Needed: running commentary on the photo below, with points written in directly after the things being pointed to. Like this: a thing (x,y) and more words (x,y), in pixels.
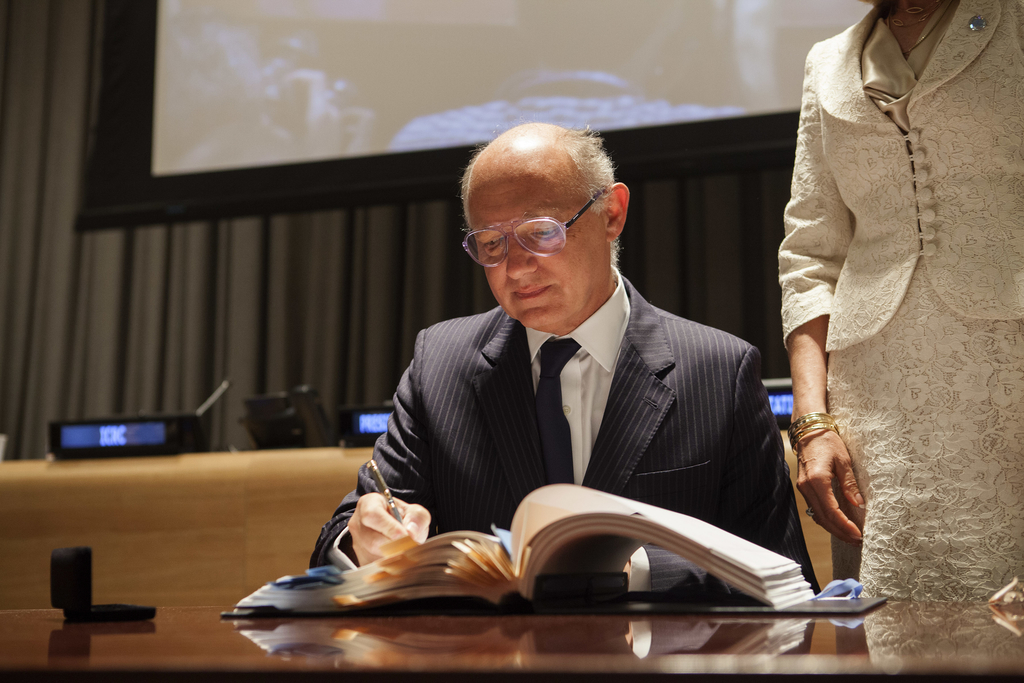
In the foreground of the picture (231,647) there is a table (390,632), on the table (868,625) there are book (458,576), box (81,592) and a mat (771,610). In the center of the picture (560,446) there is a person (581,390) in black suit (512,393) holding a pen (400,513). On the right (886,201) there is a woman (922,261) standing. In the background (292,478) there are screens (59,438), mics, desk (230,471), curtain (259,274) and a projector screen (381,99).
